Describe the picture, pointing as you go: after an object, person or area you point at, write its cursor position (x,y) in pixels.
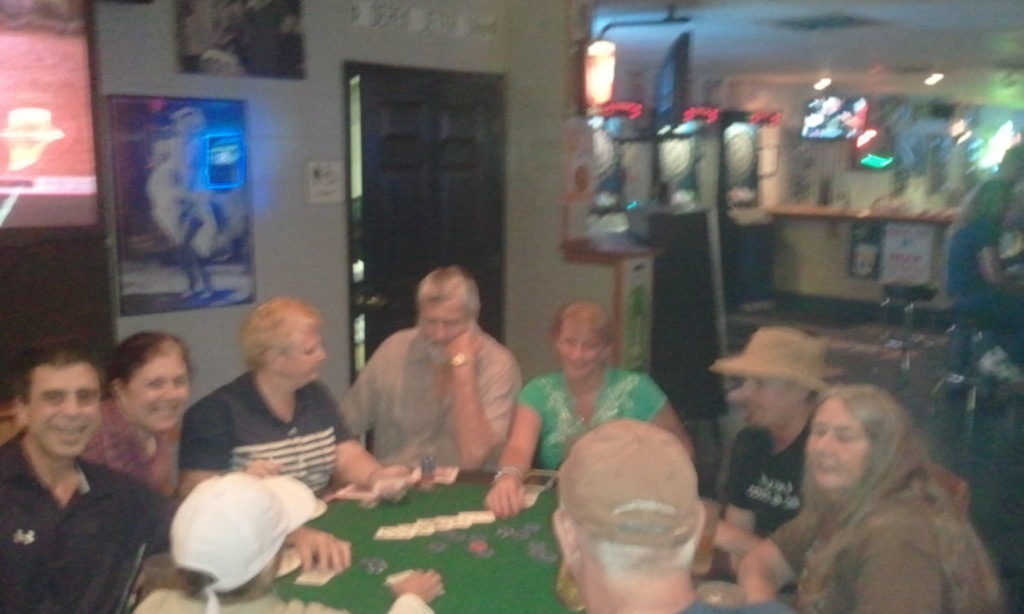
This picture shows a group of people (747,512) seated on the chairs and playing a game on the table (379,521) and we see few frames (292,37), photo frames (186,6) on the wall (170,8) and we see door (413,238).
